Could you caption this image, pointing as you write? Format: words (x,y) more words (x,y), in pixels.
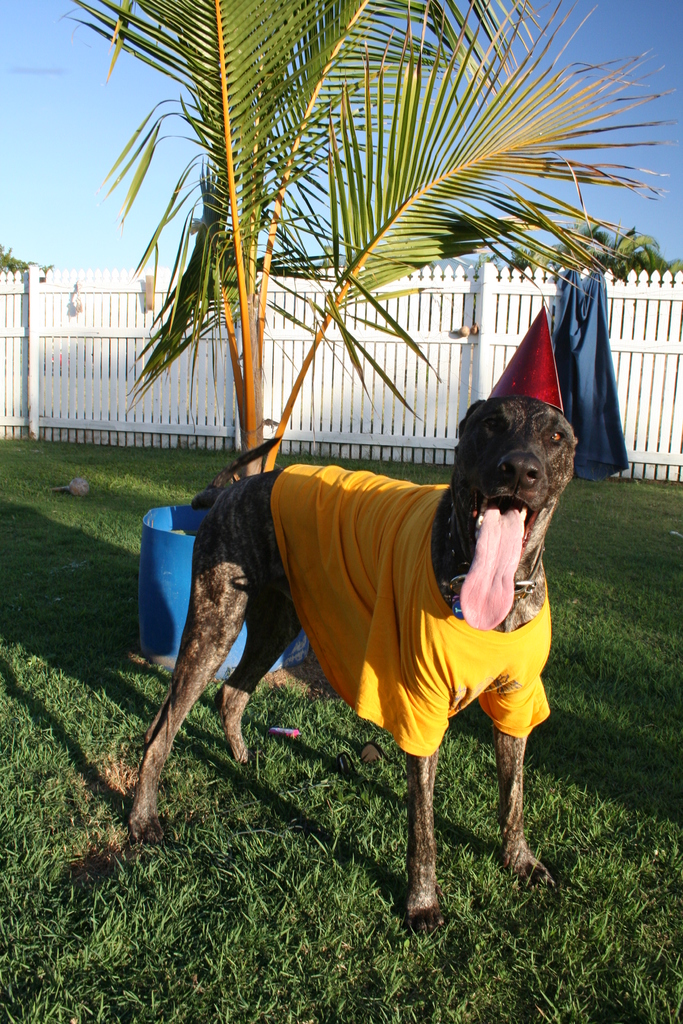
In this image we can see a dog (362,638) with a cap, there are some trees (366,390), fence (476,381), clothes (414,501) and some other objects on the ground (182,803), in the background (163,146) we can see the sky (115,147).
